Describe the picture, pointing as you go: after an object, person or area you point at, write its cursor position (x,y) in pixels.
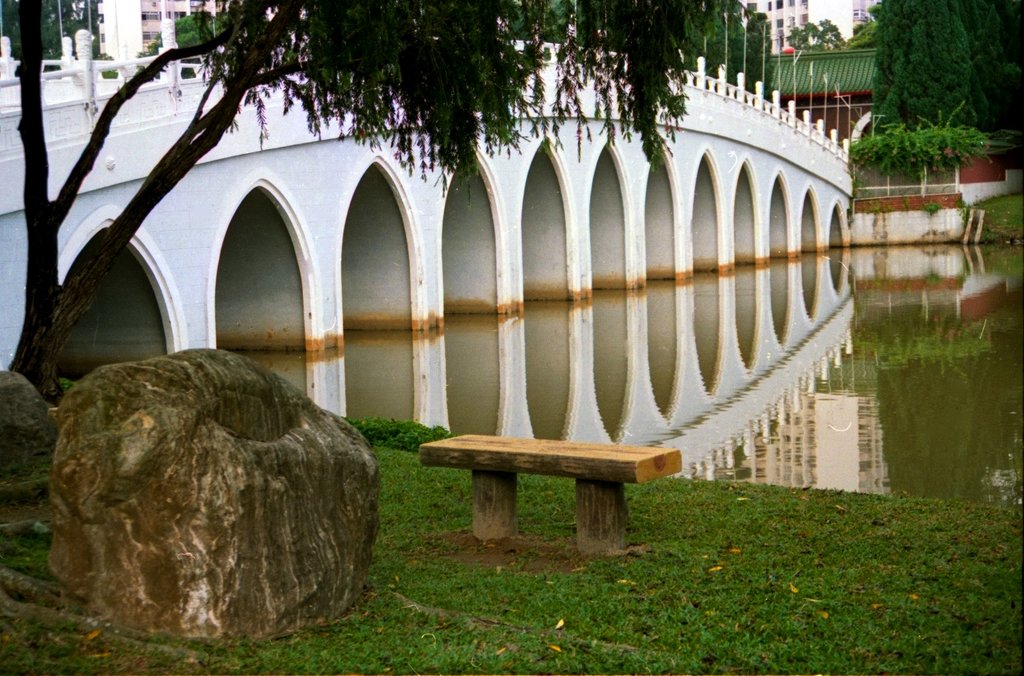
There is a wooden bench (622,517), grassland (424,504) and stones (248,412) in the foreground area of the image (508,454), there are trees (754,72), buildings (810,84), arches (748,213), a bridge (530,196) and water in the background (647,166).
